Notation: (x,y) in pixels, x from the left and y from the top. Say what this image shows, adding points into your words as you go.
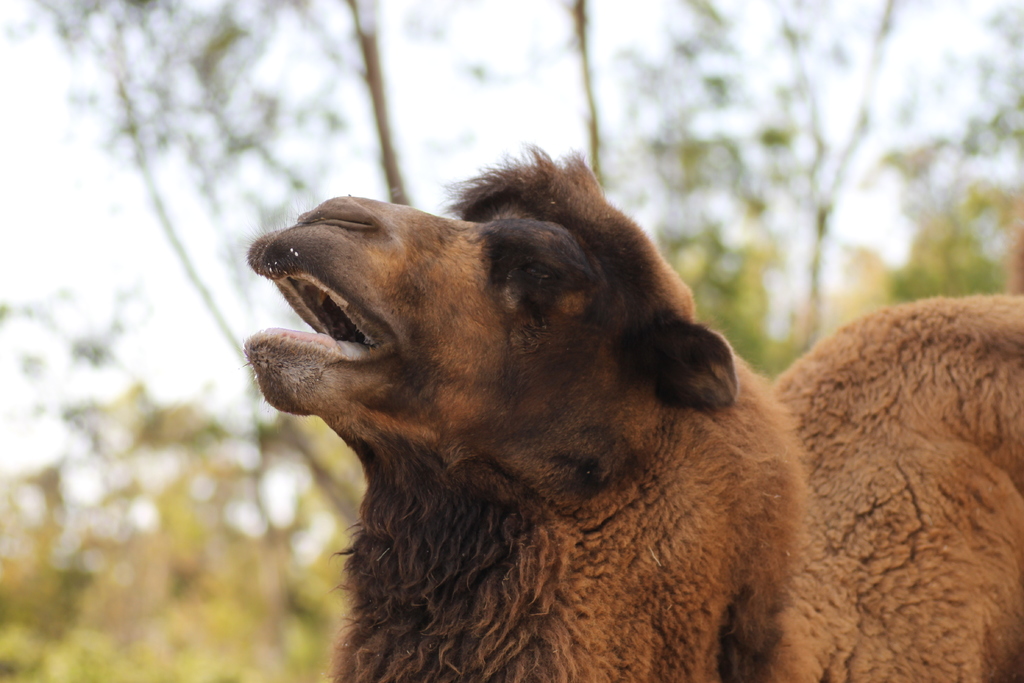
As we can see in the image in the front (584,477) there is a camel (604,378). In the background (131,539) there are trees (84,10). The background (144,3) is blurred.
